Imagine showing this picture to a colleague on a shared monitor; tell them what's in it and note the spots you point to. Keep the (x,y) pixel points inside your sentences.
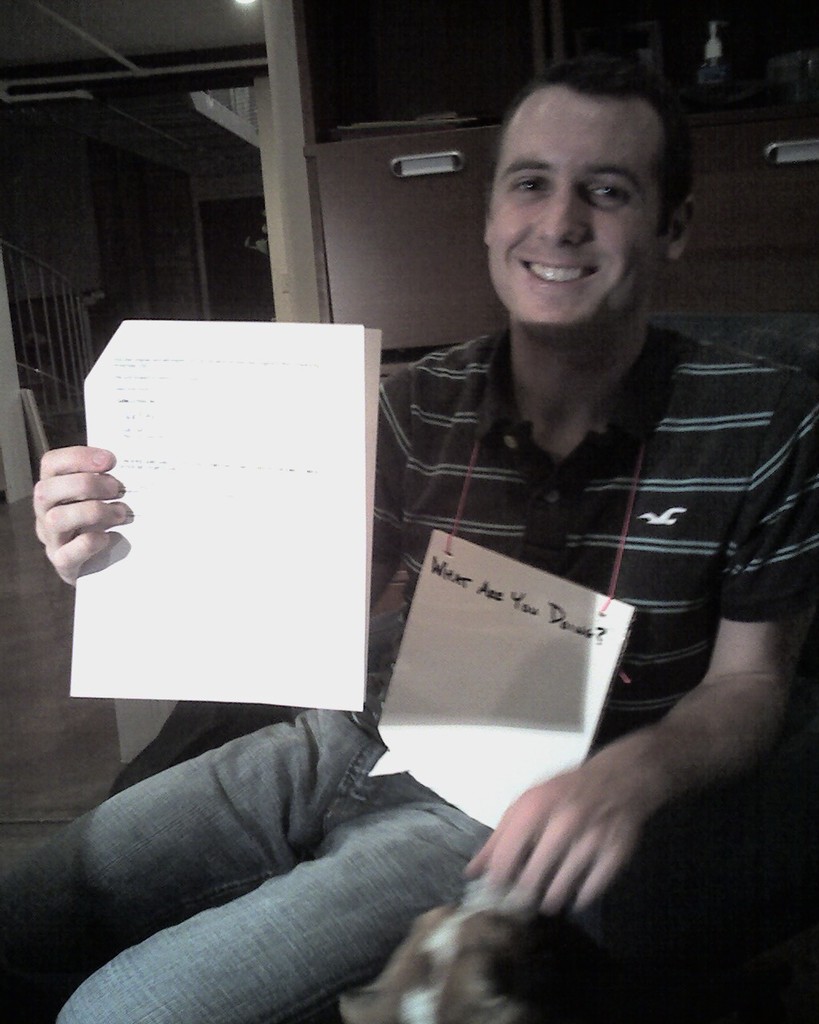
In the image there is a person (566,518), he is smiling and holding some papers (76,626) in his hand (117,514). Behind the person (458,415) there are two cabinets (399,169) and in the background (54,323) there are stairs (54,295) on the left (29,350).
